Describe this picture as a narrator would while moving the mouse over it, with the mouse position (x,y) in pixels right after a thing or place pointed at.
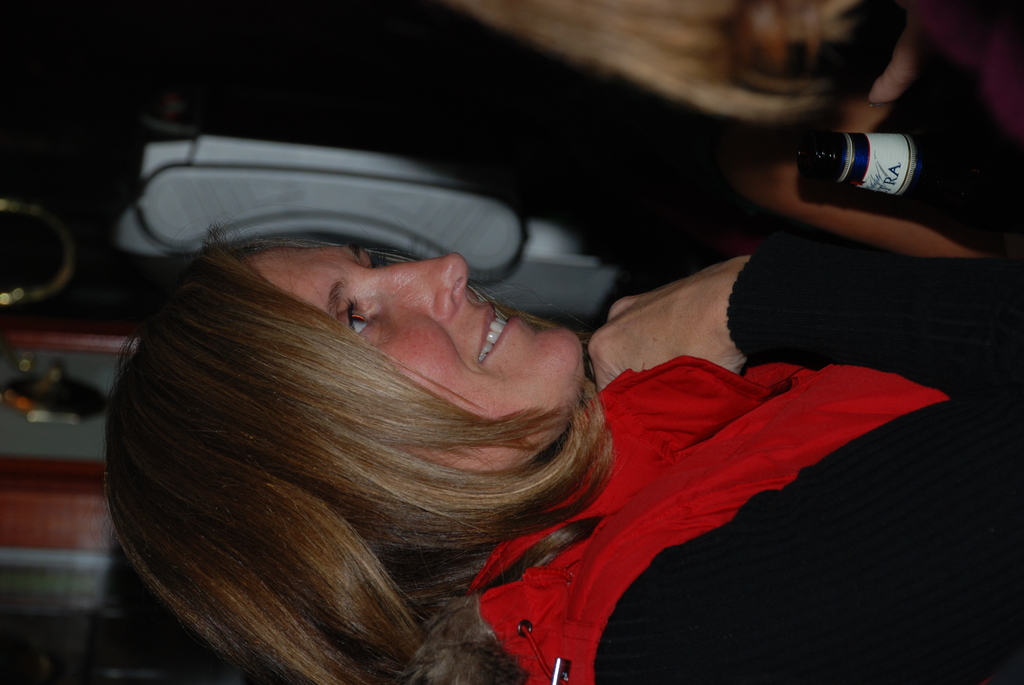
In this picture I can see a woman (779,555) in front of her there is a bottle (877,160).
